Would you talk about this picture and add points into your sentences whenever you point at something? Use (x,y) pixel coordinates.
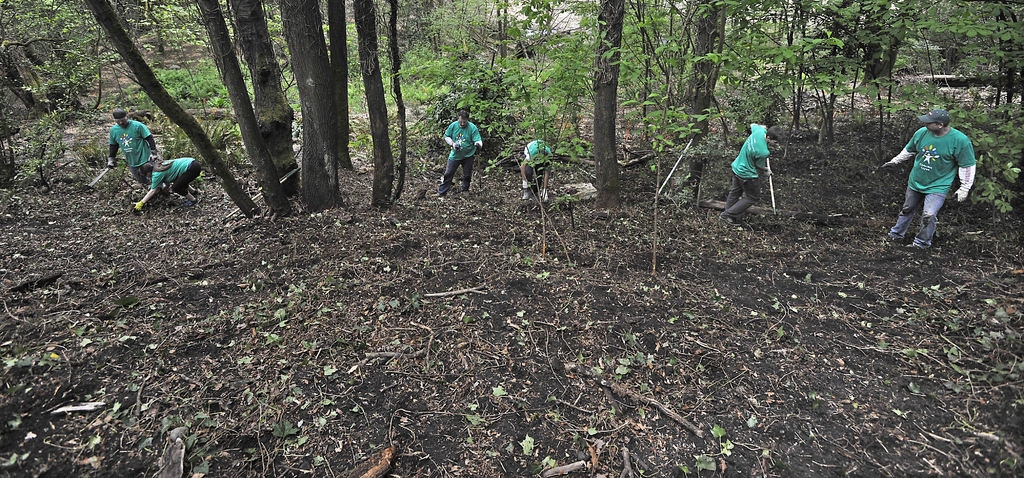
In this image there are few persons (449,132) are standing on the land (863,290) having few plants (551,127) and trees (540,88). They are wearing green T-shirts (182,173). Few persons (752,179) are holding sticks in their hands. Right side person (937,149) is wearing a cap (946,121).
